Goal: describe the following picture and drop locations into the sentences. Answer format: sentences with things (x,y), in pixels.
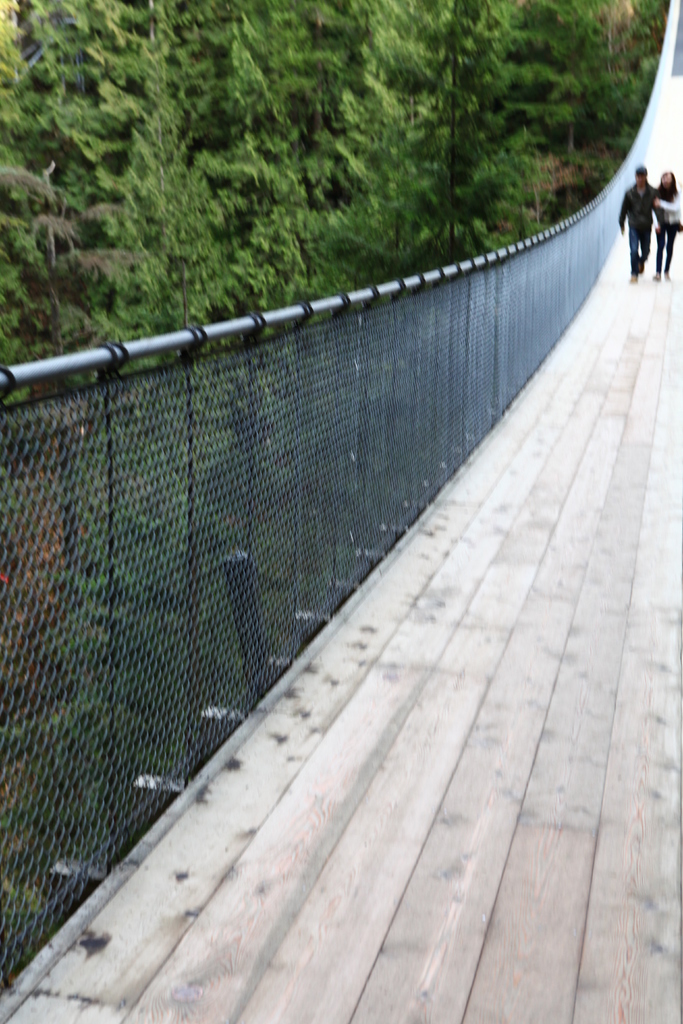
On the right side (643,181) there is a man (638,190) and women (669,229) walking, beside the rope bridge (167,868) there is a railing (342,454), in the background (400,228) there are trees (322,169).
